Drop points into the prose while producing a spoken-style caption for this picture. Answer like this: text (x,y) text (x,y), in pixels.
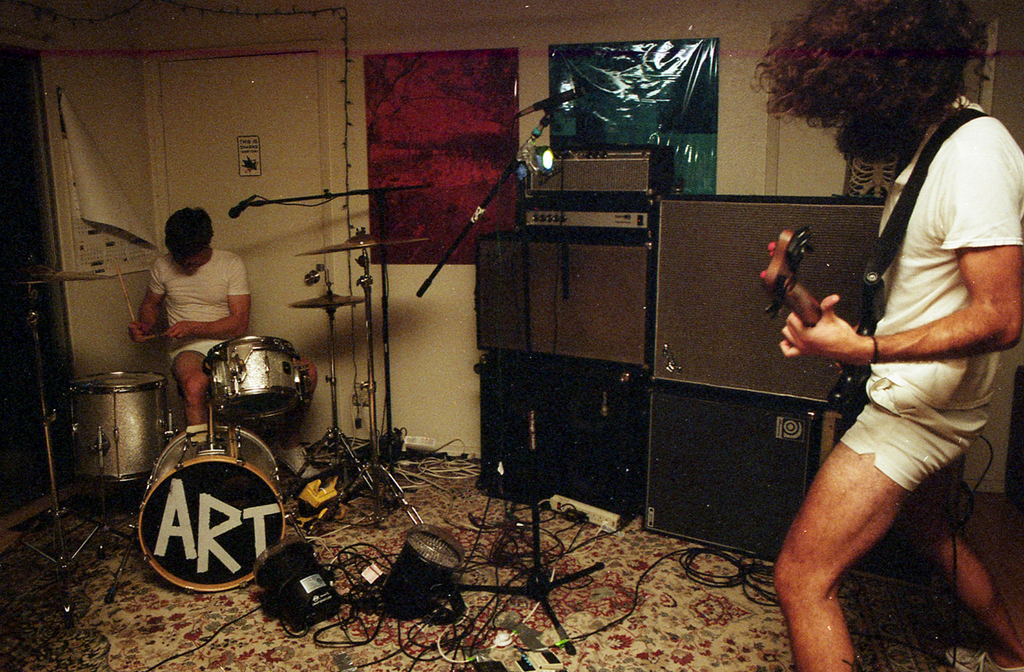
In this picture in the left (201,295) one man (206,348) is playing drums (183,444) in the right (967,348) one man (895,348) is playing guitar (814,298), they both are wearing white dress (168,294). In the background (719,359) there are speakers (639,272), wall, door (247,112). in the ground (250,596) there is carpet (177,632), lights (319,584). There are mic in front of them.
